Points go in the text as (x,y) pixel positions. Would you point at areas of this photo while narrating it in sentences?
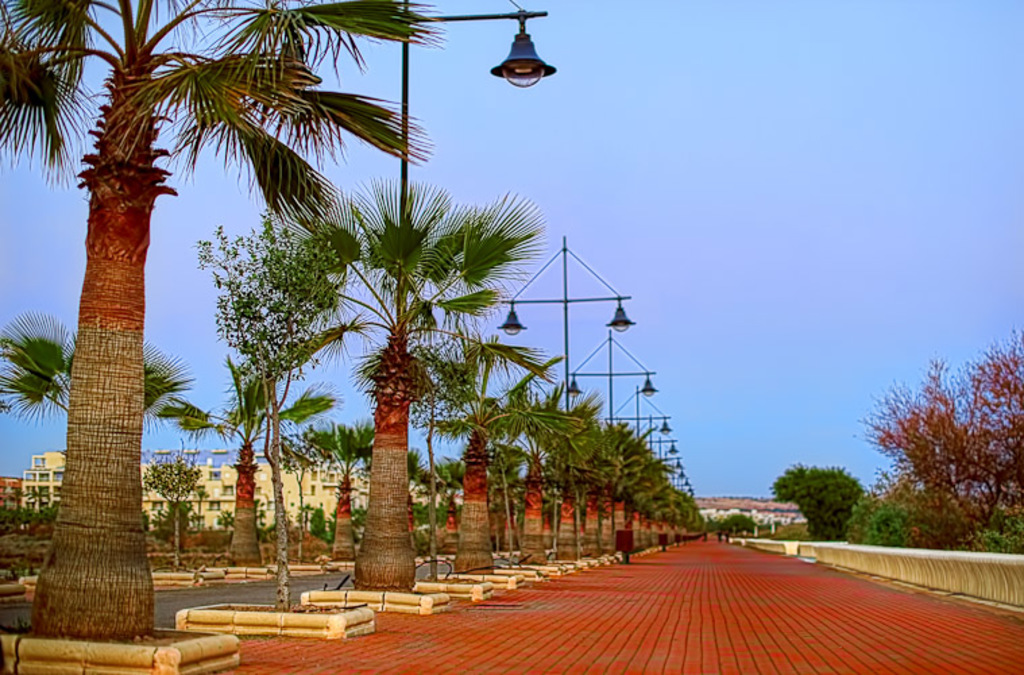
In this image I can see trees (485,345) in green color, some light poles (678,457), at the background (318,497) I can see building (303,490) in cream color and sky (770,139) in blue color.
